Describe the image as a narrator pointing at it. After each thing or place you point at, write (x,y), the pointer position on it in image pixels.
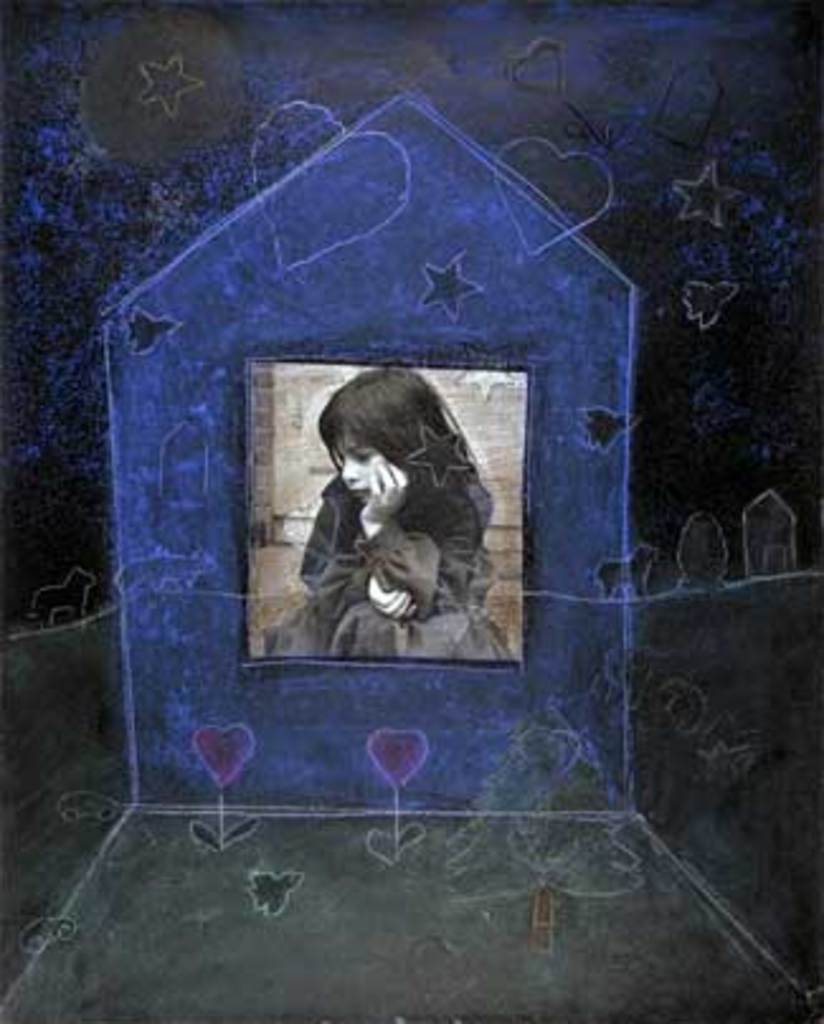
In this image I can see a picture (341,583) of a girl (409,527) and the animation.
